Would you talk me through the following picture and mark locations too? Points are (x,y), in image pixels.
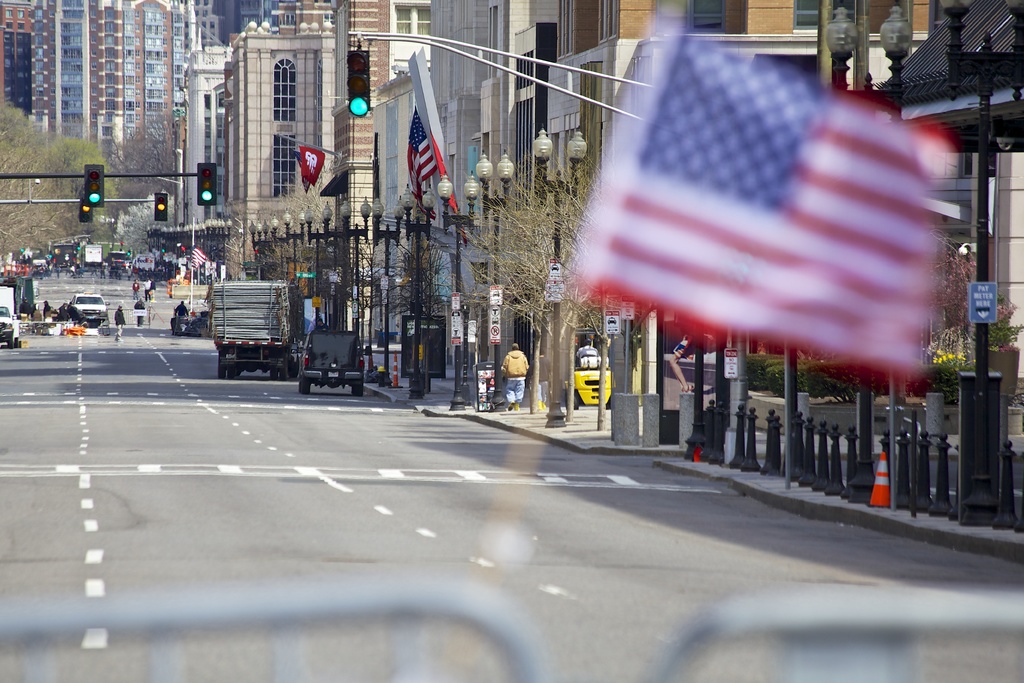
This is a street view. I can see buildings (236,88) on the right side of the image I can see some flags (688,219) and some light poles (258,239) and some people (142,273) on the road (148,303) and some vehicles (232,344).
